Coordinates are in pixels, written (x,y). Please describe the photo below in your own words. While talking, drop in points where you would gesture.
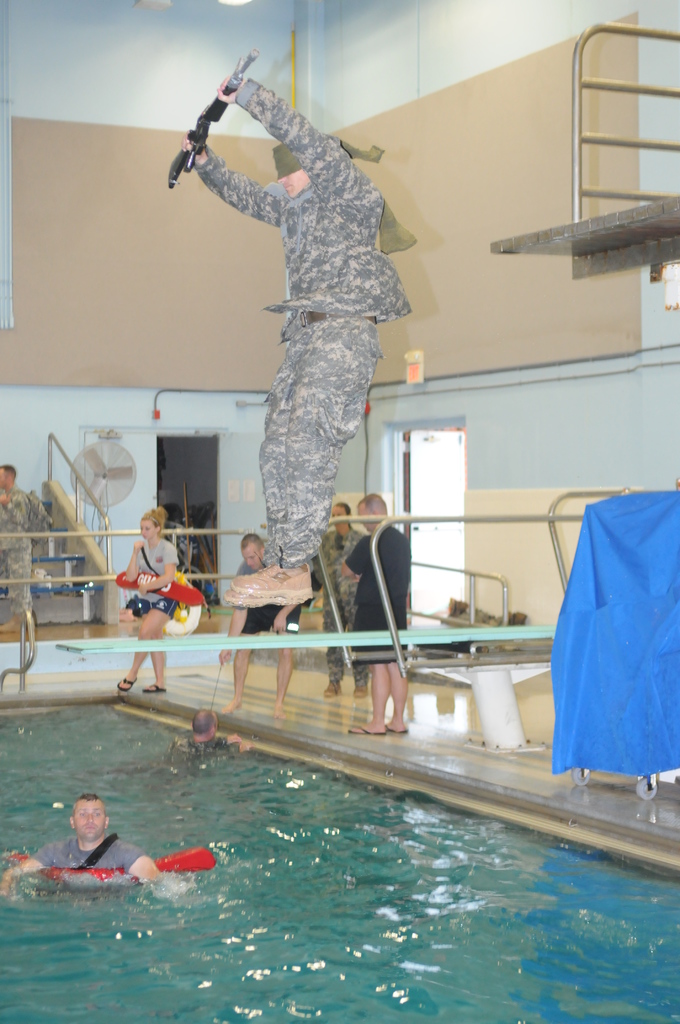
In this picture I can see there is a swimming pool (124,981) and there are some people (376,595) in the swimming pool (33,910).
